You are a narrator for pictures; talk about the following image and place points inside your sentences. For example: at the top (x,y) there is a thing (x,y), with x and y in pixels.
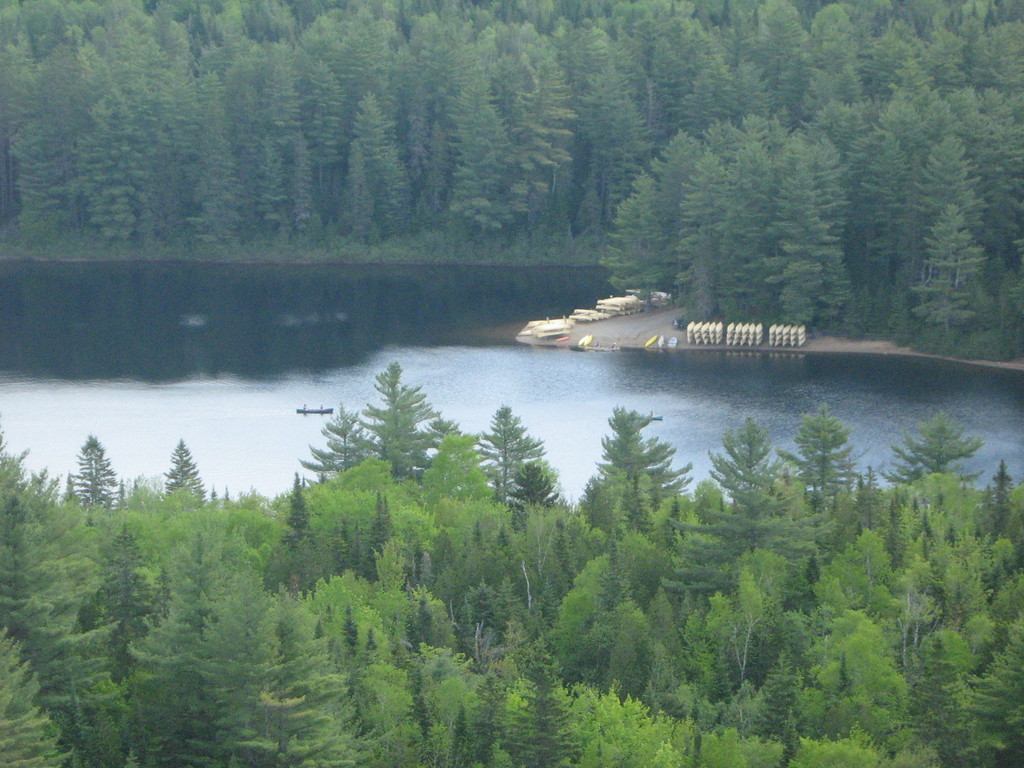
This picture is taken from the outside of the city. In this image, we can see some trees (490,524), plants (654,513). In the middle of the image (372,388), we can see water (703,437) in a lake (703,437) and a boat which is floating on the water (343,382). On the right side (705,338), we can see a beach (725,338), on the beach (658,324), we can see some objects (748,335) are placed. In the background (252,206), we can see some trees (398,132) and plants (572,121).
